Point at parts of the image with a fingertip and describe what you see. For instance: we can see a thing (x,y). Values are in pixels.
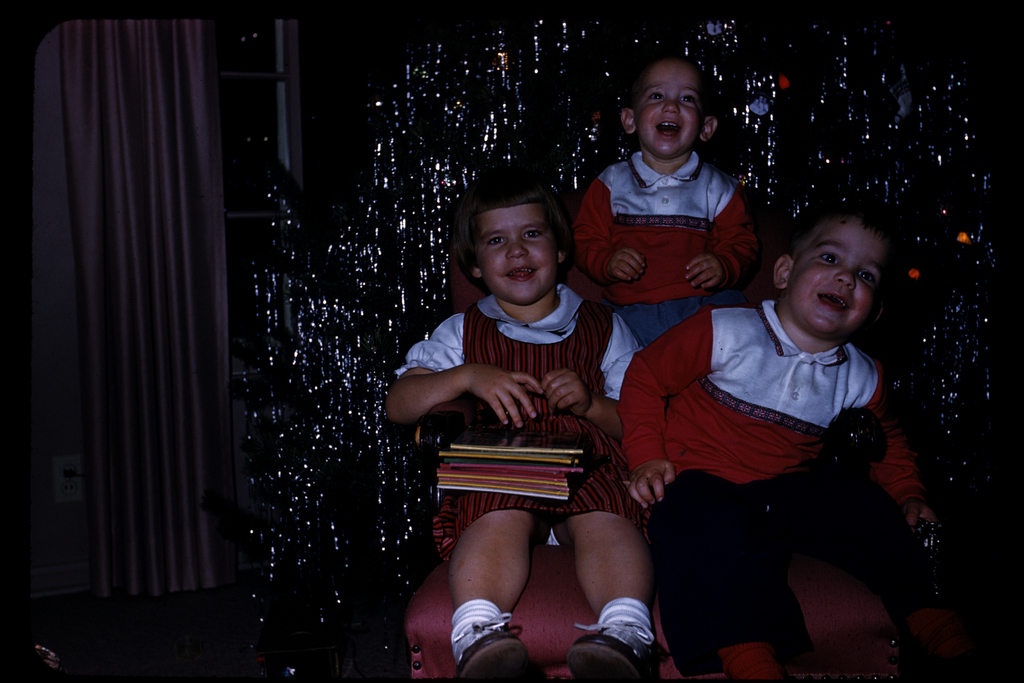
In this image I can see three children (636,426) on the couch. I can see few objects (497,485) on one of the child (510,415). I can see the curtain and there is a white and black color background (392,72).
